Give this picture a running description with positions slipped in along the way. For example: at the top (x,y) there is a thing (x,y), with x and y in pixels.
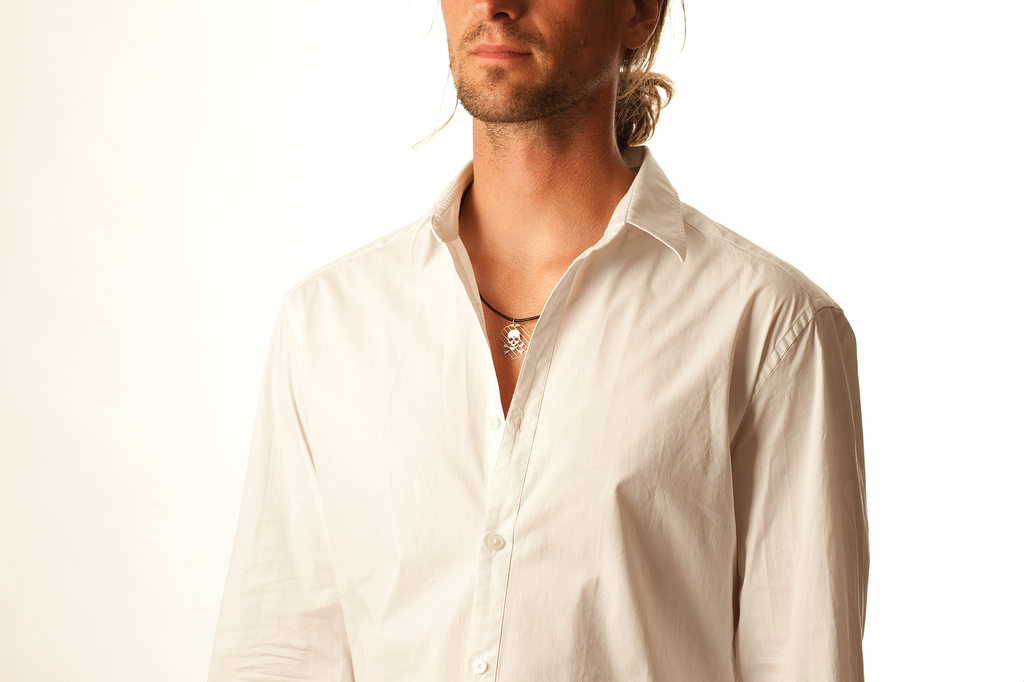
In this picture I can observe a person (494,334) wearing white color shirt (489,446). There's a locket (513,317) in his neck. The background (310,104) is in white color.
